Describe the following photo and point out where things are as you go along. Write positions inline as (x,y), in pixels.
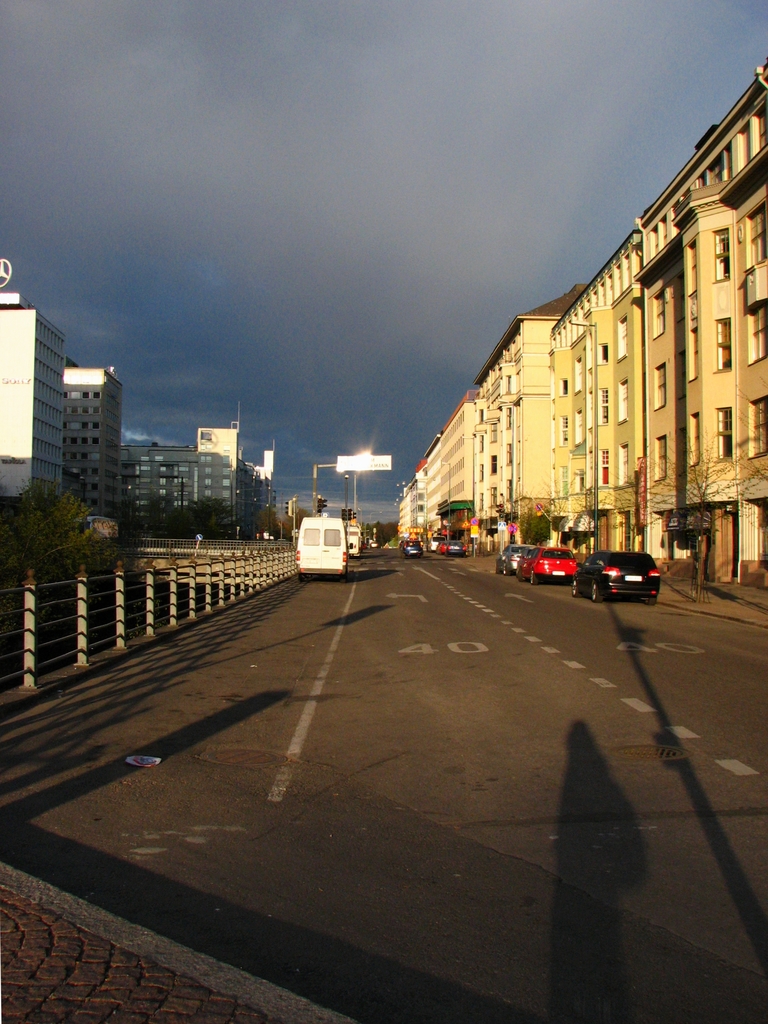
In this image I can see vehicles (321,537) on the road (321,679). Here I can see a fence (171,584). In the background (413,472) I can see buildings (486,474), trees (55,611) and the sky (300,246).
